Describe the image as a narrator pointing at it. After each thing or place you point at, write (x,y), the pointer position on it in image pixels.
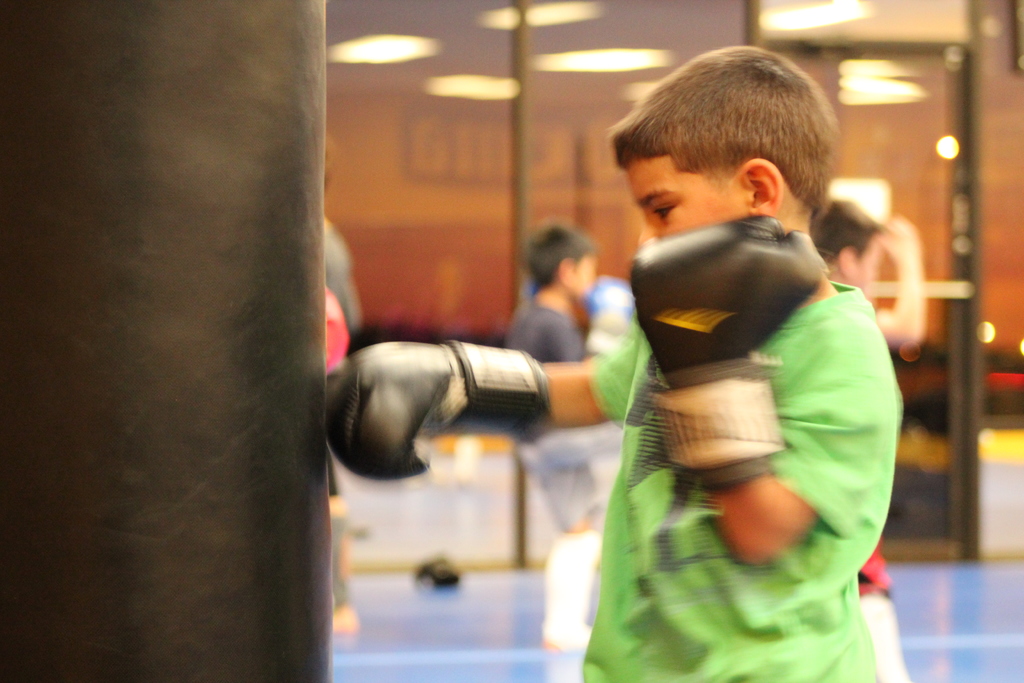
In the picture we can see a boy (610,682) standing and wearing boxing gloves (674,410) and hitting a kick bag (319,496) and in the background (888,562) also we can see some boys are standing and they are wearing a boxing gloves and beside them we can see a mirror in it we can see an image of lights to the ceiling (676,12).
